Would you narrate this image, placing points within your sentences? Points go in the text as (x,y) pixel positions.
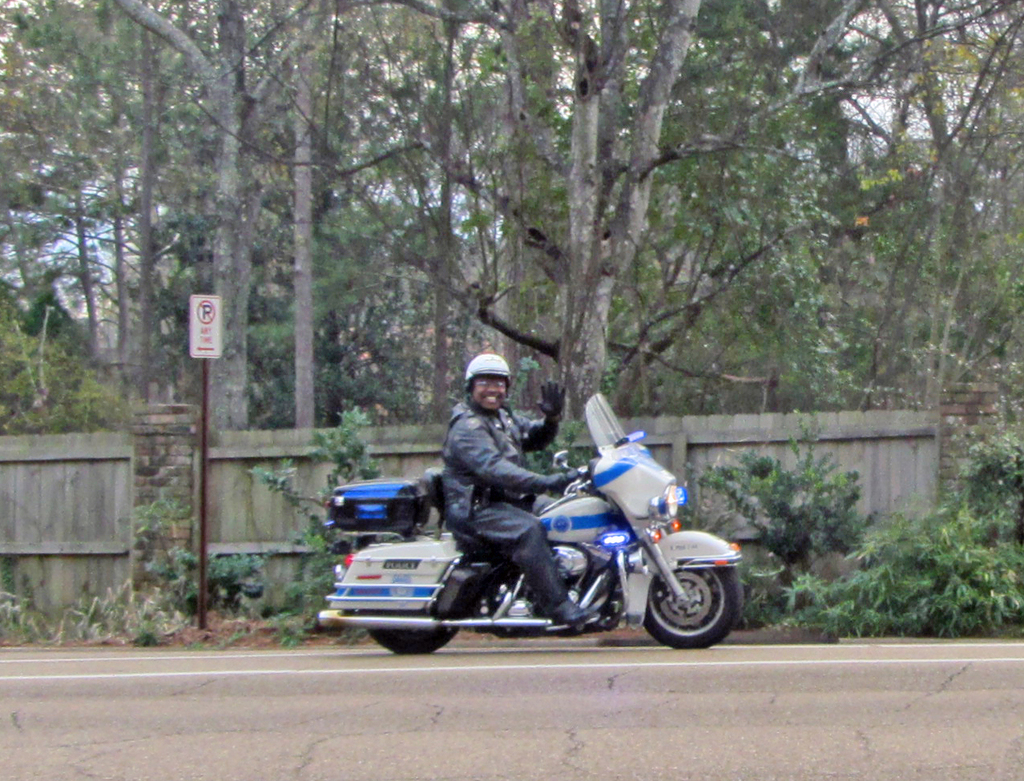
In this image there is a man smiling and riding a motor bike (592,488) in the street (361,731), and at the back ground (92,549) there are plants (1004,502), sign board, pole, trees (757,396), fence (707,419), sky (875,109).
